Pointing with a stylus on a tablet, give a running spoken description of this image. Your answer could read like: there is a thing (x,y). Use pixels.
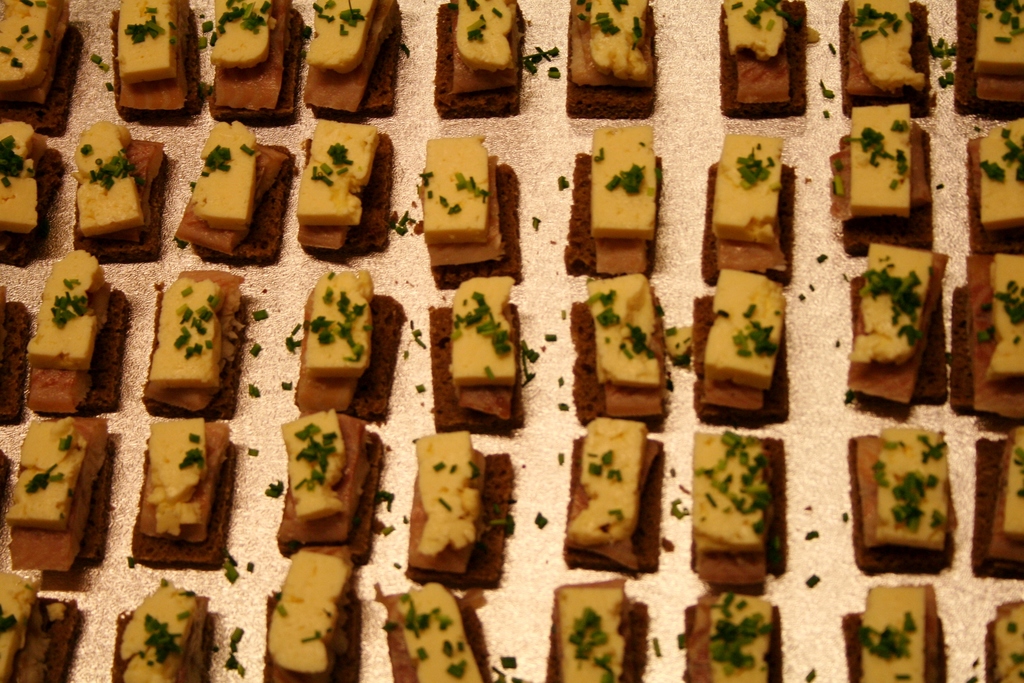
In this image we can see some food items (653,503) and it looks like the cakes (583,533).
